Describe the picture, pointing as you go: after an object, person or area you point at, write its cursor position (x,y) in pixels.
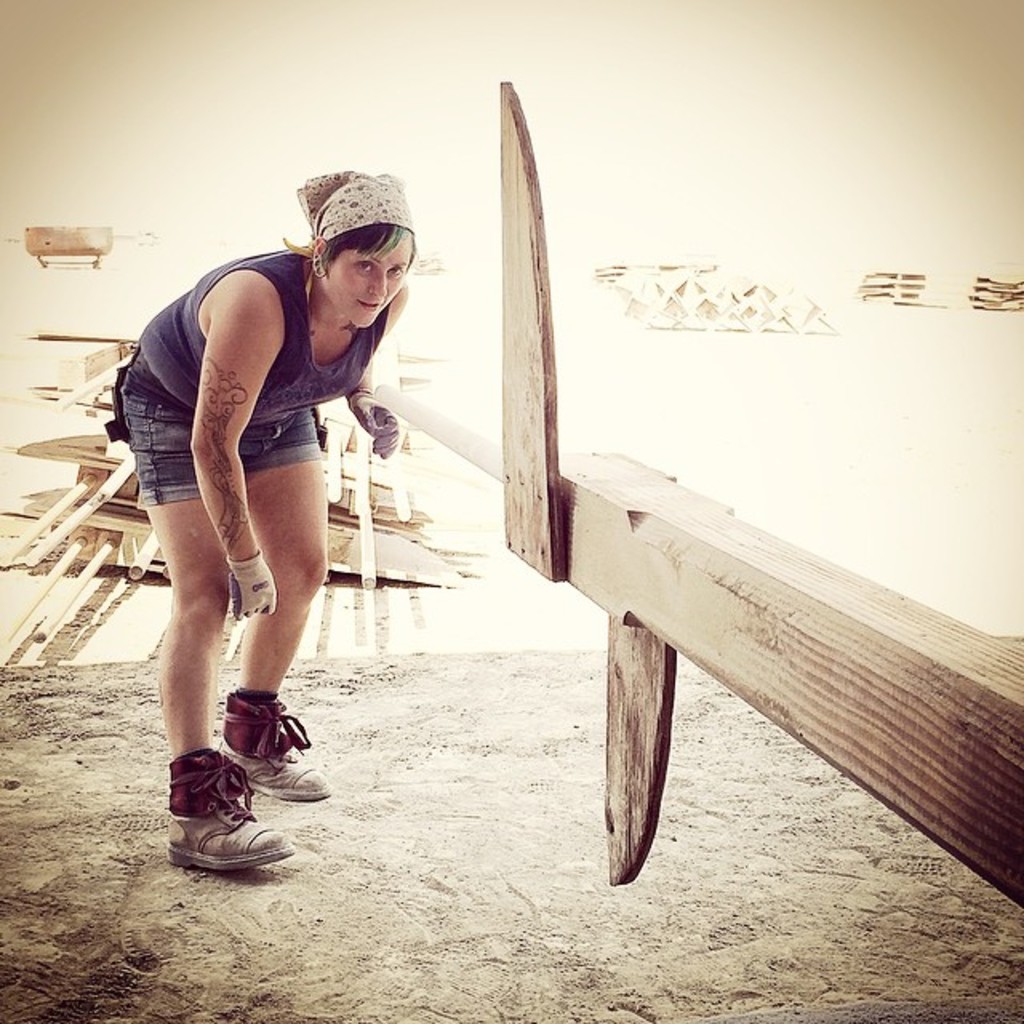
In this image there is a woman (240,616) in the middle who is standing on the ground (153,753) by holding the wooden stick (513,509) which is in front of her. In the background (66,532) there are poles (76,525) on the ground (72,534).
